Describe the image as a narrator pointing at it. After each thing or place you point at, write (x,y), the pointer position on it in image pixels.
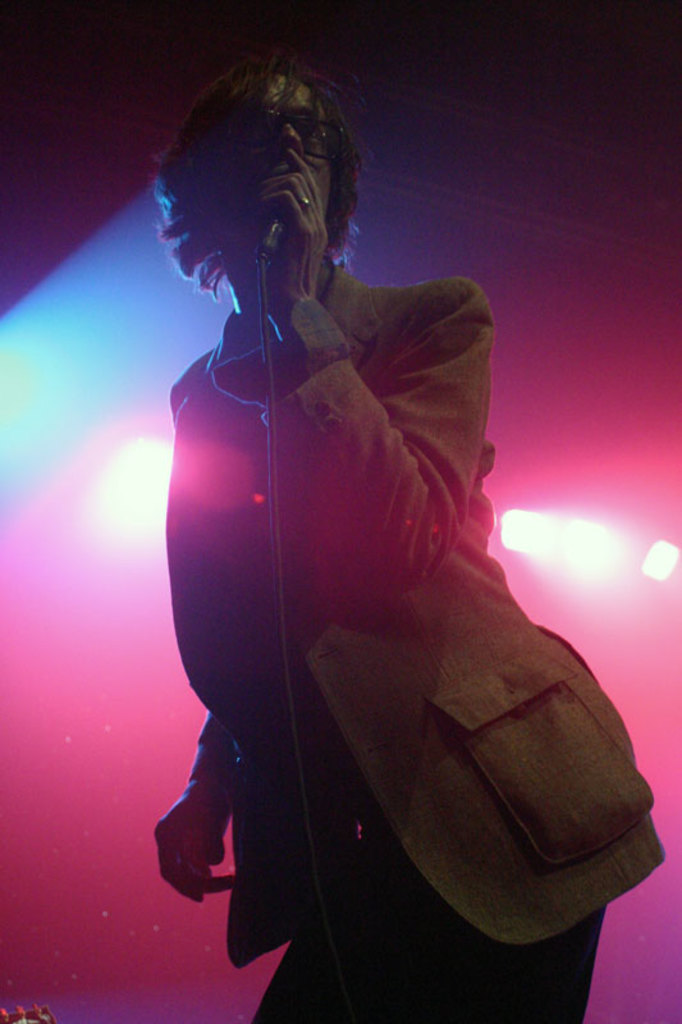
In this image, there is a person (437,466) wearing clothes (398,604) and holding a mic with his hand (298,217).
